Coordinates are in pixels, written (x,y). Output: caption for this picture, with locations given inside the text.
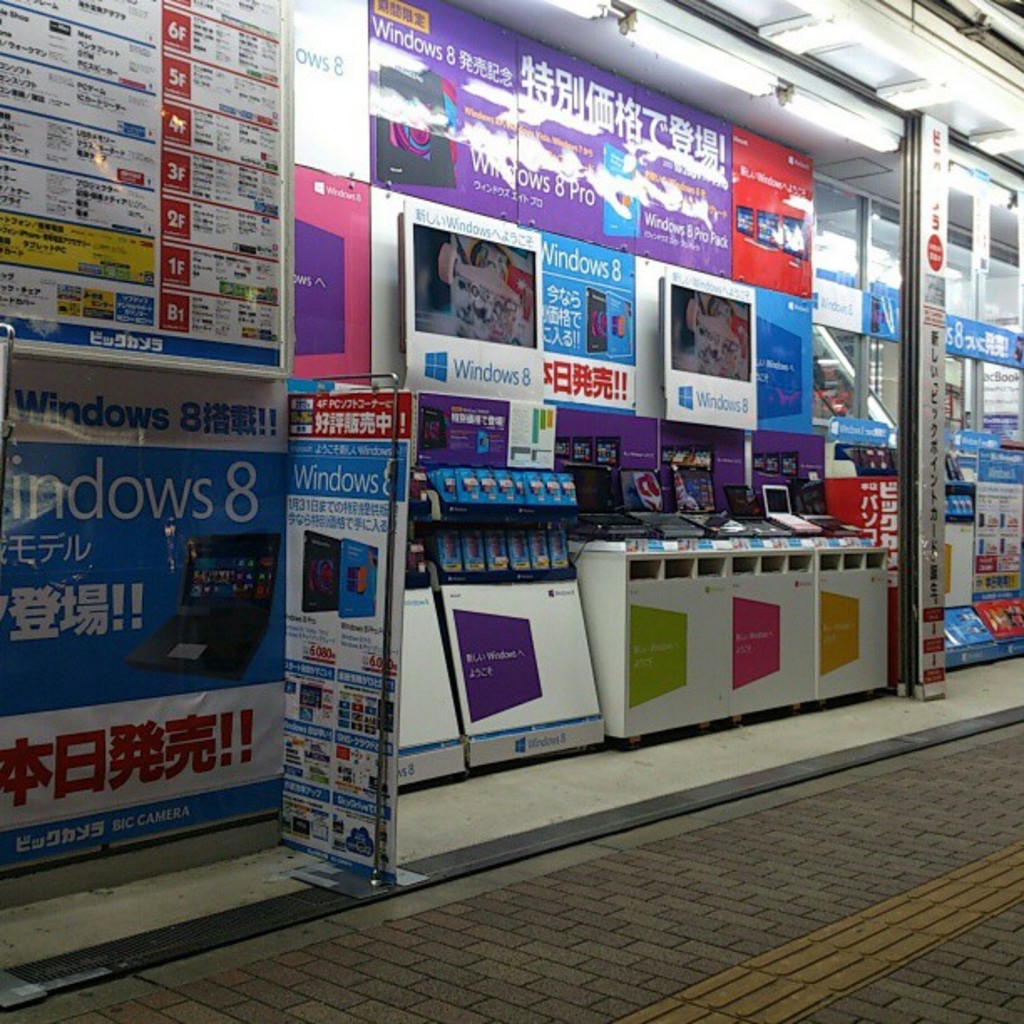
In this image we can see many boards (265,539) and banners (336,10). Here we can see the road (755,1002) and laptops (655,474) displayed, here we can see the ceiling lights (1007,26) in the background (1001,13).
